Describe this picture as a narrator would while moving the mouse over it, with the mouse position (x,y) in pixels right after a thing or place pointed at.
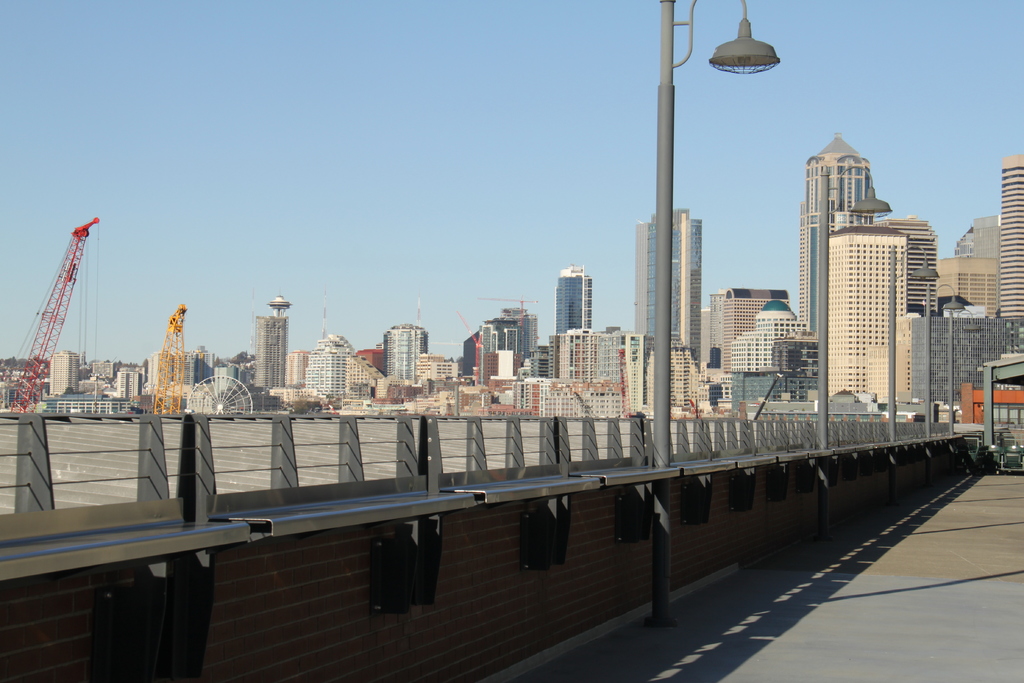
In the image we can see there are many buildings (714,308) and light poles (658,301). Here we can see cranes (164,355), fence (197,454), road (873,601) and the sky (248,190).
